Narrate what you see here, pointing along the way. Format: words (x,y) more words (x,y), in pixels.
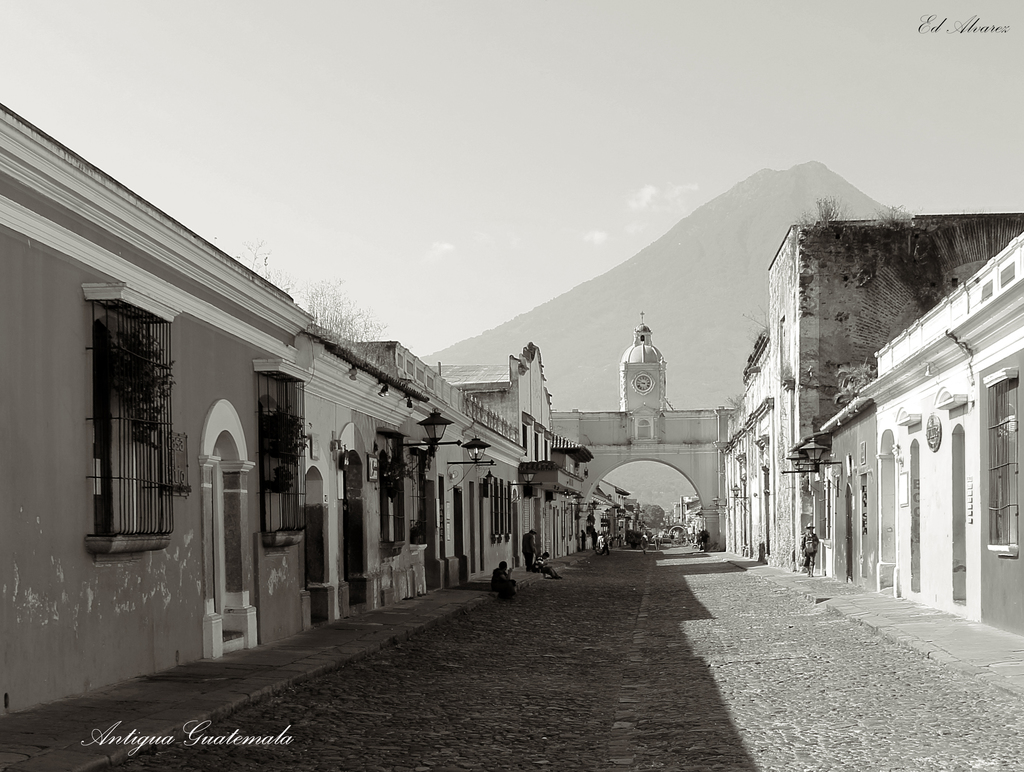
It is the black and white image in which there is a path (673,626) in the middle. There are buildings (444,489) on either side of the path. In the background (676,254) there is a hill (729,238). At the top (541,78) there is the sky (503,65). On the footpath (407,618) there are few people (507,575) sitting on it. In the middle (640,432) there is an arch (640,436).
